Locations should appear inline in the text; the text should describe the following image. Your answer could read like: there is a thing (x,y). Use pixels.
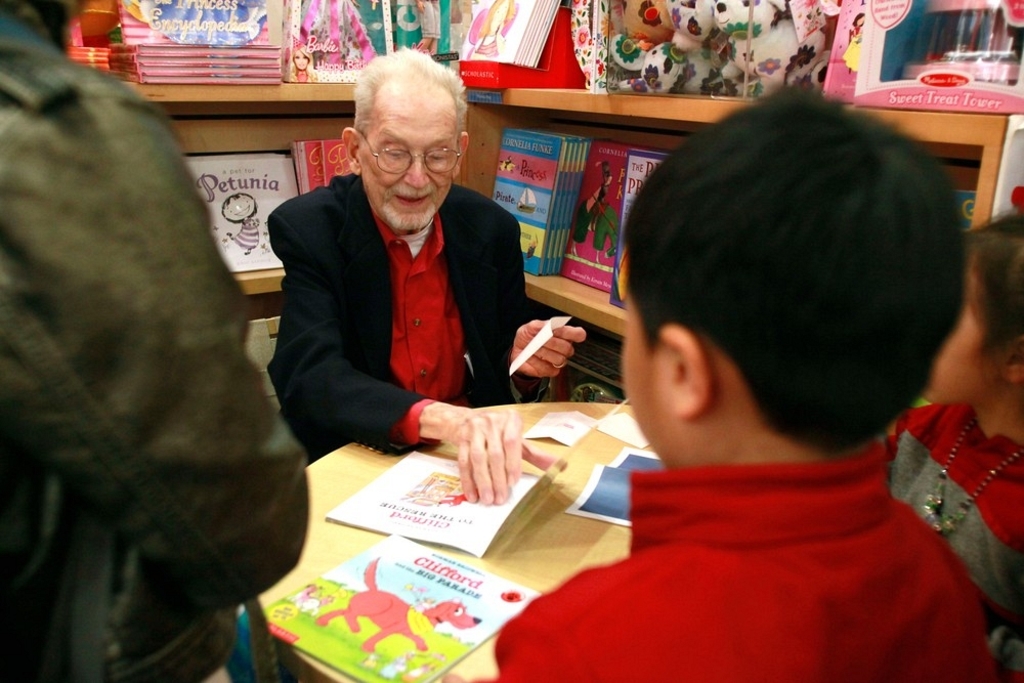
In this picture I can see four persons (570,626), a man (367,368) sitting, there are papers (447,511) on the table (534,528), a man (485,457) holding a paper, and in the background (536,139) there are books (516,134) and toys (663,90) in the racks (684,105).
